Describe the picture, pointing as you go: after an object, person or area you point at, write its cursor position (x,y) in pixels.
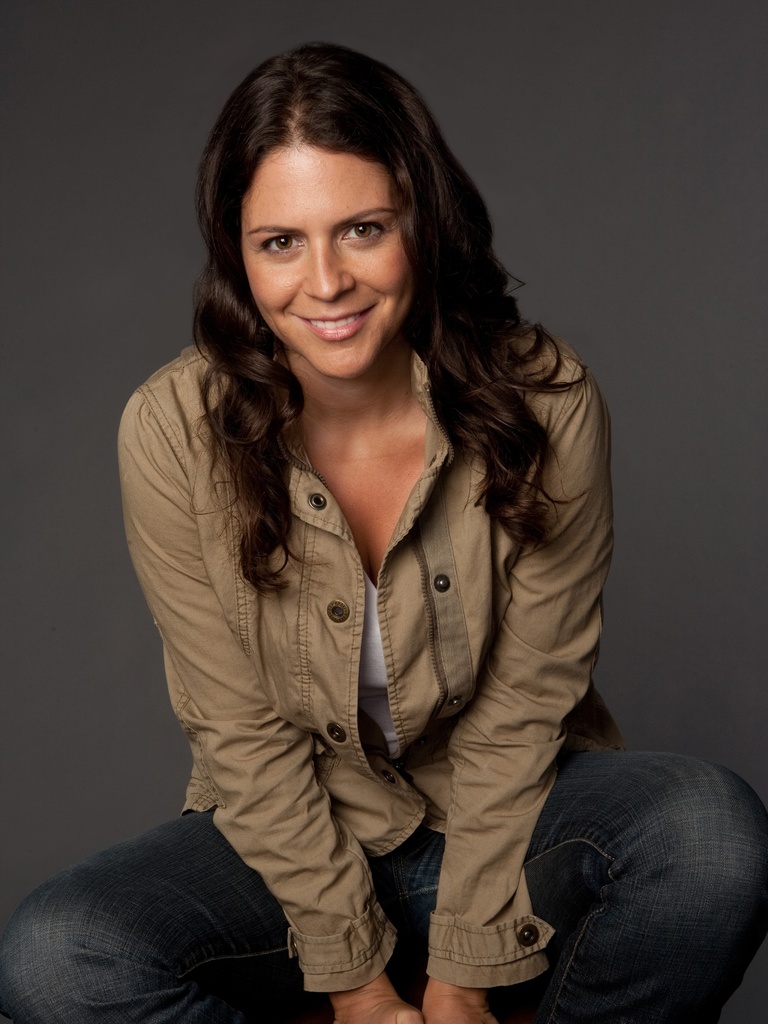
In this image we can see a woman (532,805).
